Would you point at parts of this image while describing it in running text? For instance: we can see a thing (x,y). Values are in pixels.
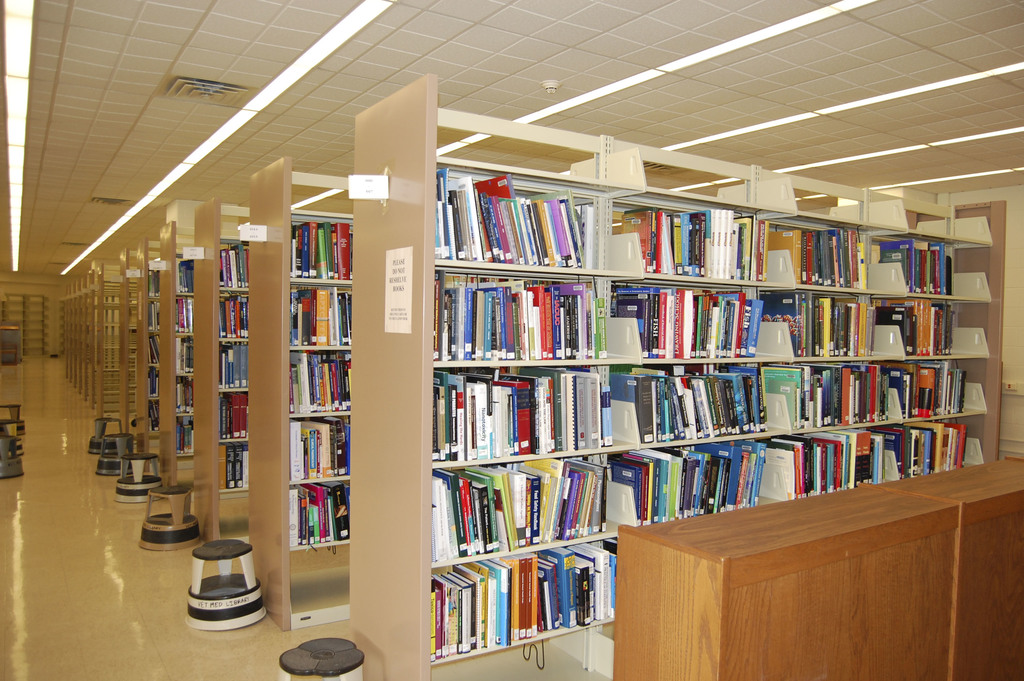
In this image I can see a table (642,558), stools (172,534) and cupboards (420,288) in which books (662,252) are there. At the top (351,74) I can see a rooftop (390,64). This image is taken may be in a library hall (327,583).
